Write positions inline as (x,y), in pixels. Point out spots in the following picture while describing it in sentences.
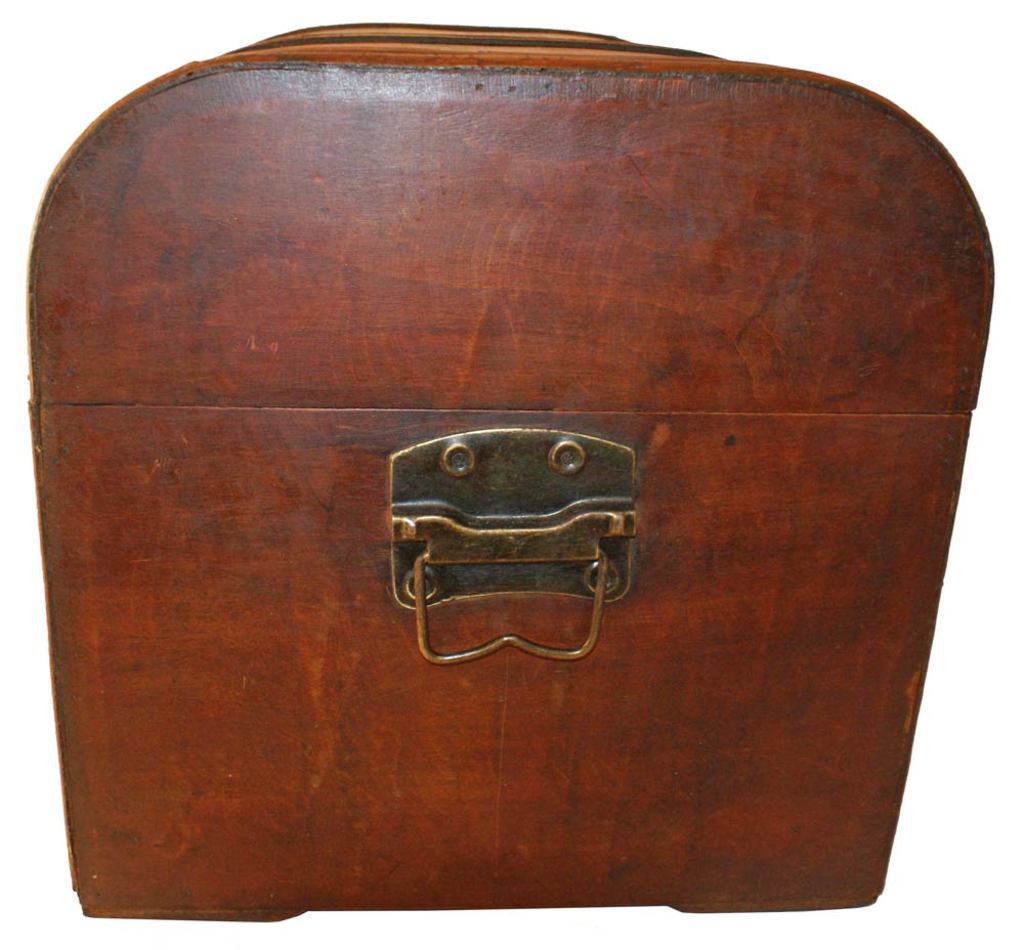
In this image I can see a wooden box (361,642).
